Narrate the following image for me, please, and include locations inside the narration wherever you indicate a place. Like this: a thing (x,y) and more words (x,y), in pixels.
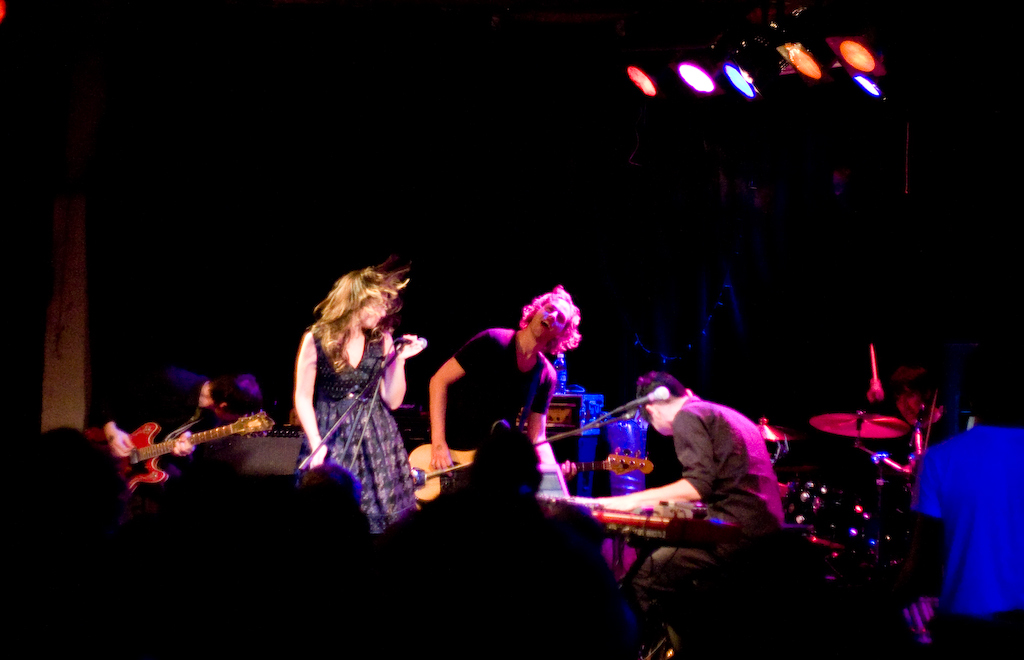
In this image there is a man (522,387) in the middle (498,393) who is playing the guitar (459,460). Beside him there is a woman (356,381) who is holding the mic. On the right side (733,469) there is a man (712,452) who is playing the keyboard (648,520). On the left side (123,449) there is another person (150,413) who is playing the guitar (150,431). At the top (695,73) there are lights (849,59). On the right side (880,425) there are drums (862,519) and musical plates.
